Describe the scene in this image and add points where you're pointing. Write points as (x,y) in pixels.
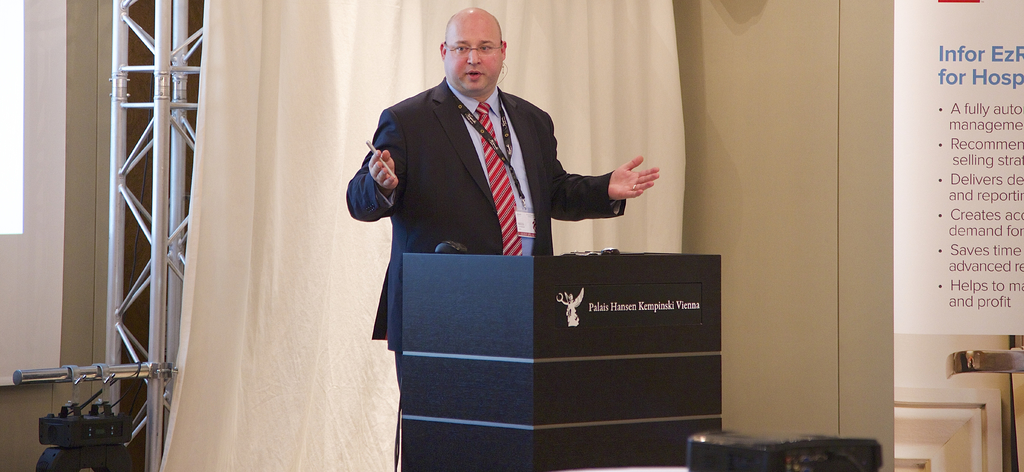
Here I can see a man (446,195) wearing a black color suit (438,172), shirt (495,117), standing in front of the podium (551,338) and speaking. In the background (628,90), I can see a white color curtain (381,54) to the wall (736,84). On the left side (159,131), I can see a pole (174,161). On the right side (950,121), I can see a banner (953,144) on which I can see some text (970,207).
